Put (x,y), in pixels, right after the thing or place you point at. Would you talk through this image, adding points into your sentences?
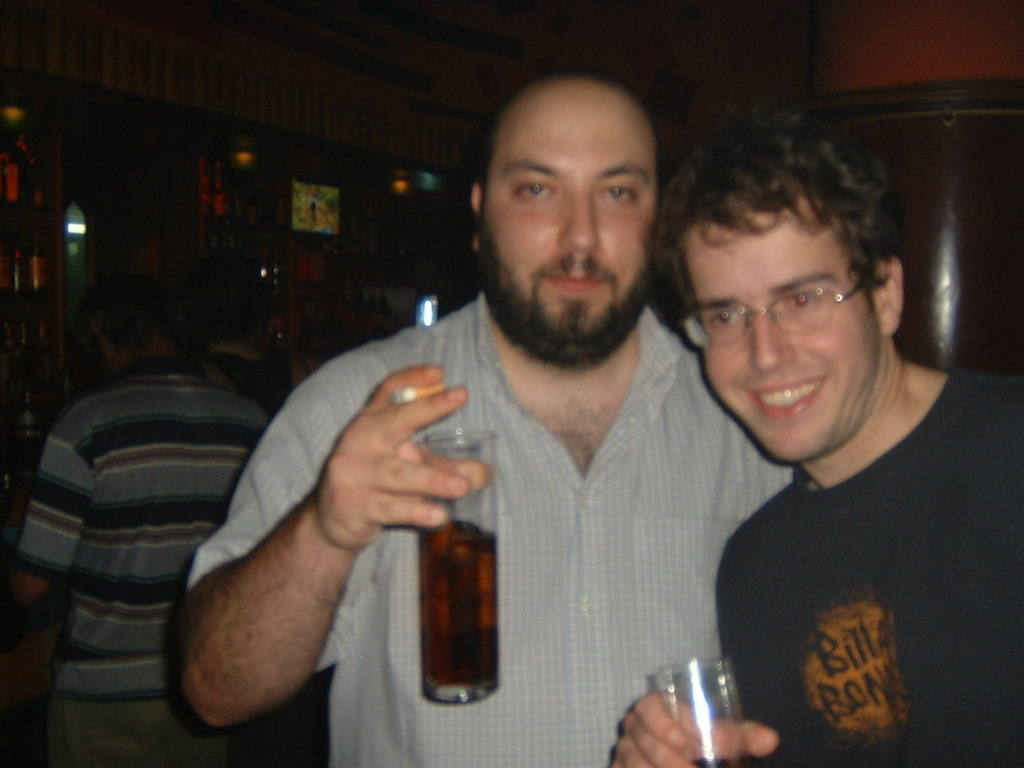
To the right side (800,584) there are two persons (657,499), in which one person (625,541) is wearing a shirt (571,589) and he is holding a glass (472,605) with drink (468,613) and cigarette (419,395) in his hand (399,413), and the other person (819,559) wearing a black t shirt (860,610) and he is smiling, he is wearing a spectacles (825,318). To the left (176,429) there is a man (97,535) he is wearing a trouser (141,727) and a t shirt (144,457).
